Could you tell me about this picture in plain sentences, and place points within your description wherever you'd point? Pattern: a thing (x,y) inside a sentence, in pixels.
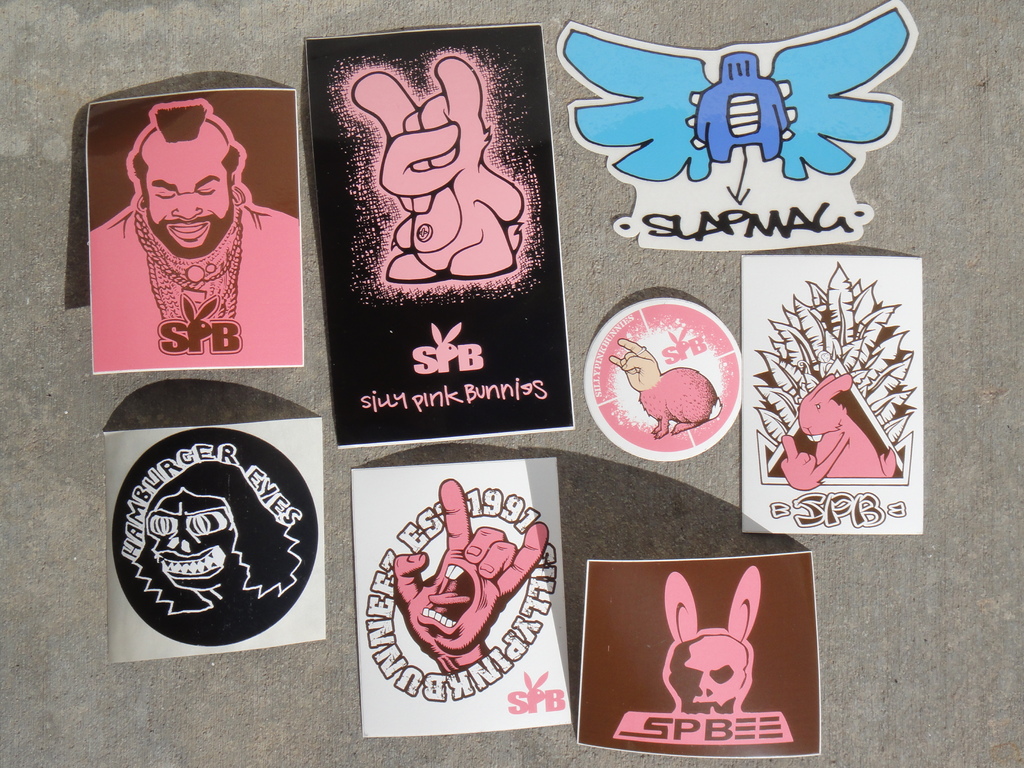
In the picture we can see some stickers (749,681) on the surface (5,616).
